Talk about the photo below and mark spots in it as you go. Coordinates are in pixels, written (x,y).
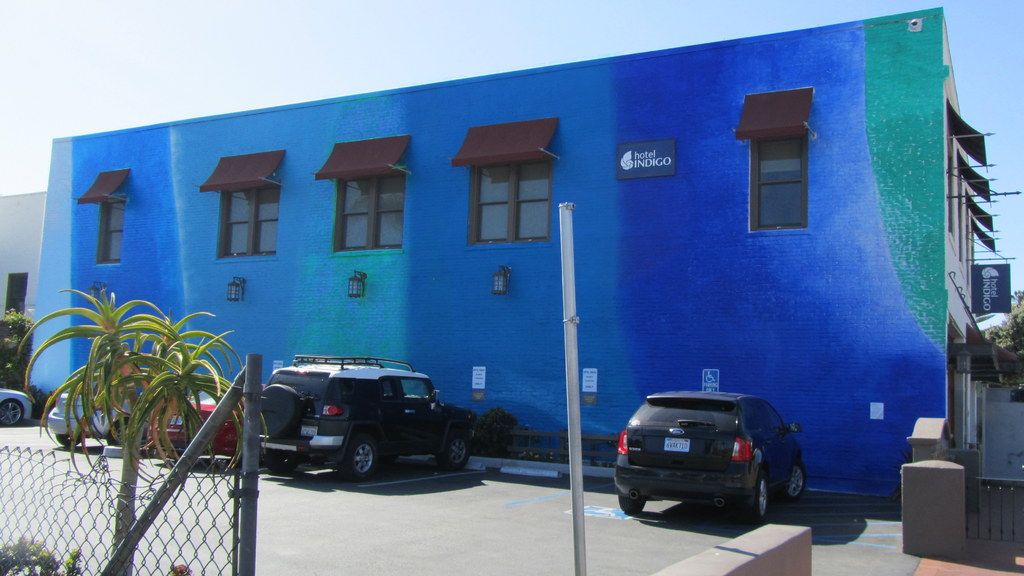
As we can see in the image there are houses (267,179), windows (473,202), cars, plant (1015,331), fence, banner (995,298) and at the top (643,33) there is sky (645,34).
